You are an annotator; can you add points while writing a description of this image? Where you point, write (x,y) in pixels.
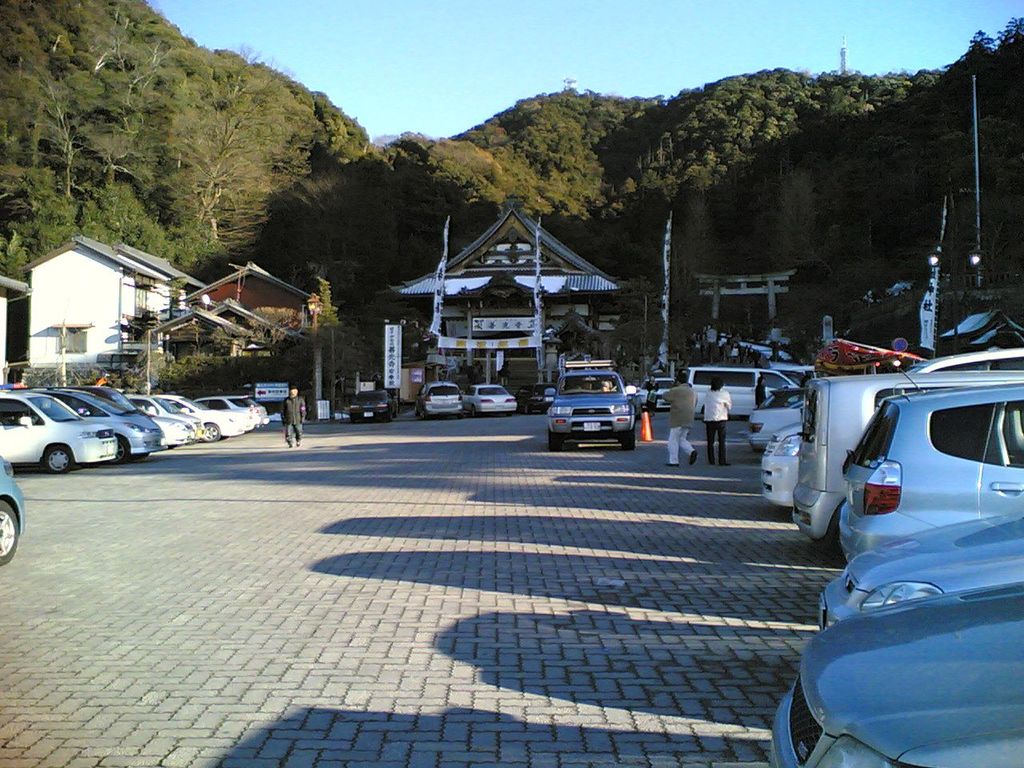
In this image there are cars (194,425) and there are persons (681,417) standing and walking. In the background (206,324) there are buildings (547,295) and trees (623,178) and there are flags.
